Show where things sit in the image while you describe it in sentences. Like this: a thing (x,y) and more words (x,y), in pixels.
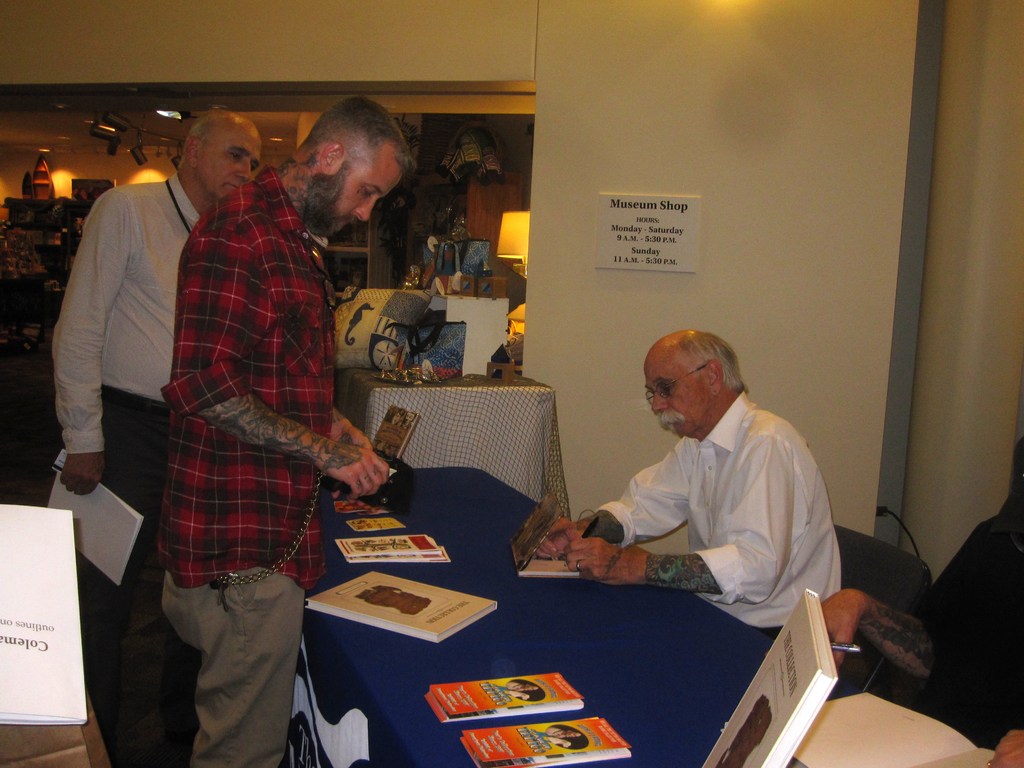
In this picture there are four person (710,474). On right (714,507) there is an old man (757,480) who is wearing a white shirt (761,505), writing something on a book (541,564) with pen (582,536). And he is sitting on a chair (899,575). There is a table (568,605) on which there are pamphlets (554,745), book (419,606) and cloth (502,556). On the background (508,240) we can see a lamp (516,230). On this wall (598,219) there is a poster (667,240). On left (115,276) there is a person (136,269) who is standing behind the table (378,531) and holding a white book (107,532).
